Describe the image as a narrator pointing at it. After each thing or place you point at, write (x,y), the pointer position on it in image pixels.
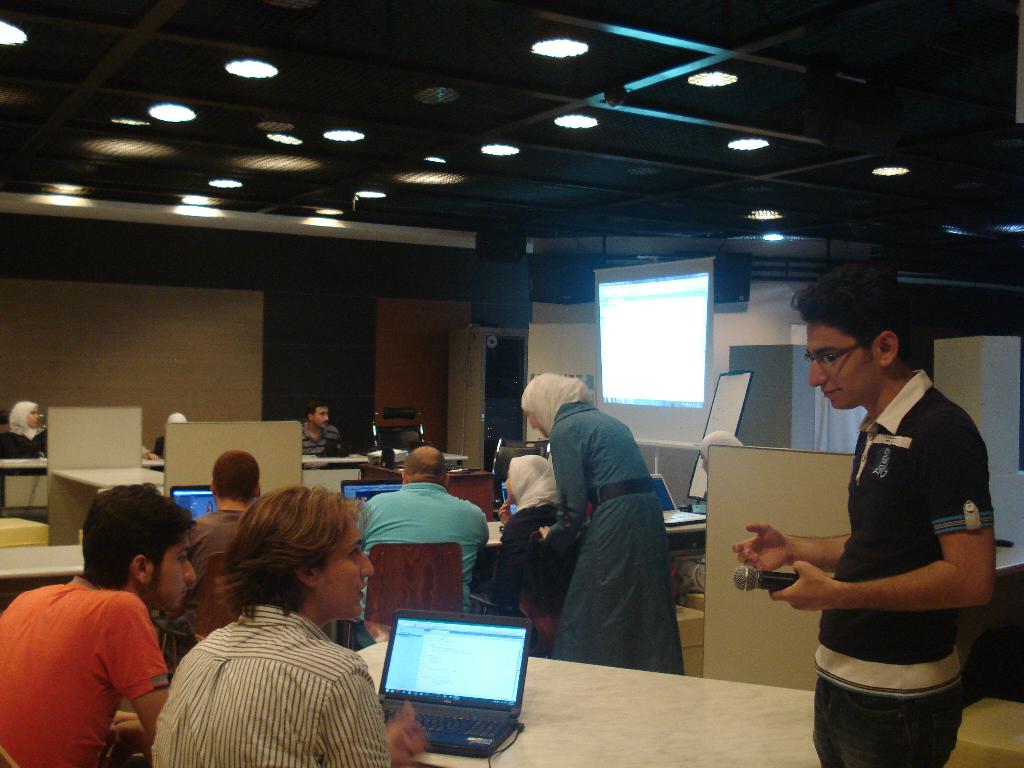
In this image at the bottom (313,629) there are some people (562,537) who are sitting and also there are some desks (597,694). On the desks (640,697) there are some laptops (450,679) and on the right side (885,490) there is one person (874,521) who is standing and he is holding a mike (752,589), and in the center (641,339) there is a projector board (651,370) and some chairs (514,454) on the top (426,116) there is ceiling (566,112) and some lights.
